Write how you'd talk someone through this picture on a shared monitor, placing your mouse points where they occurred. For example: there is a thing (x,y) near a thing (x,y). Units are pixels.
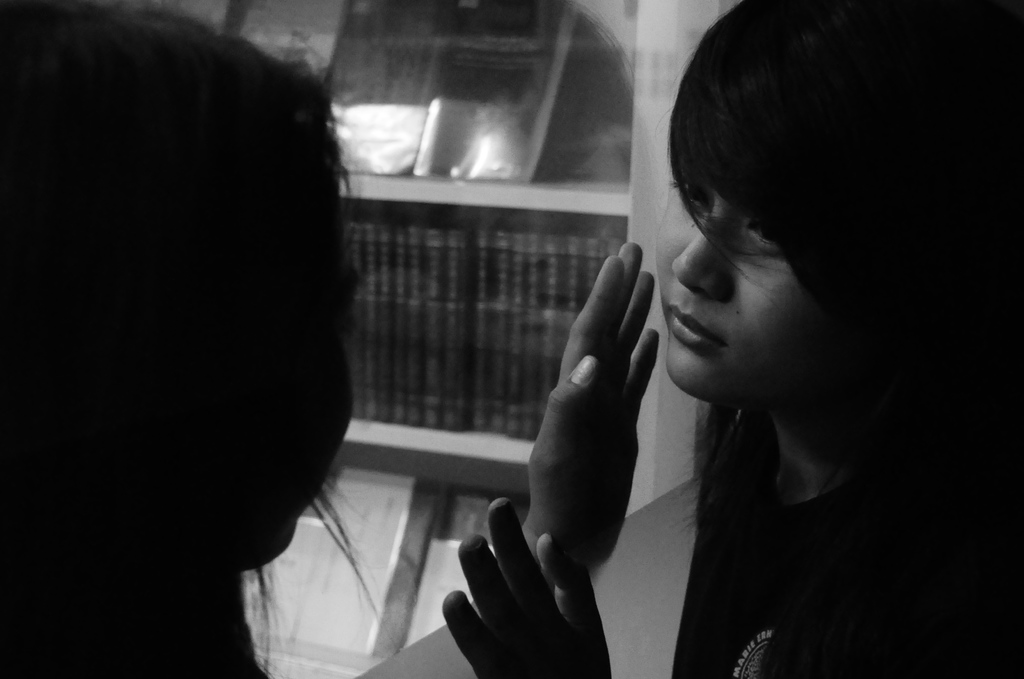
This is a black and white image. In this image we can see two persons (285,464) standing in the opposite direction. On the backside (549,324) we can see some books (505,303) in the shelves (509,188).
